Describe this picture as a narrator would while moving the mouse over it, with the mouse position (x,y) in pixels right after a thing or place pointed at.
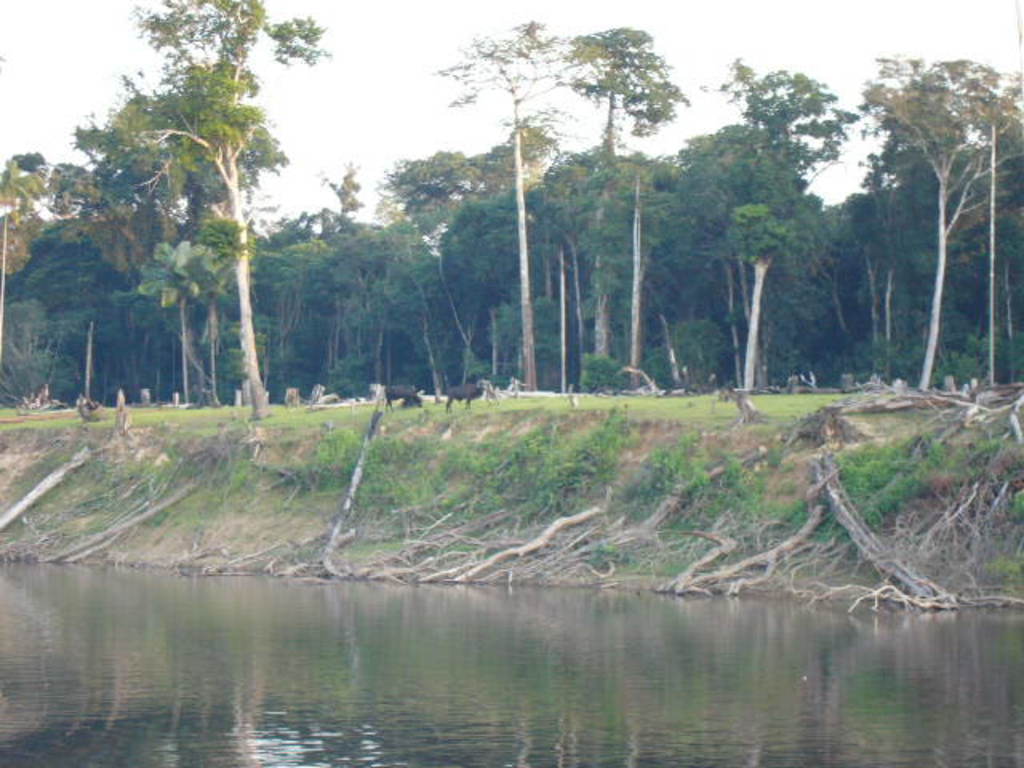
In this image I can see the water (571,717), background (97,176) I can see the trees (468,185) in green color and the sky (332,145) is in white color.
